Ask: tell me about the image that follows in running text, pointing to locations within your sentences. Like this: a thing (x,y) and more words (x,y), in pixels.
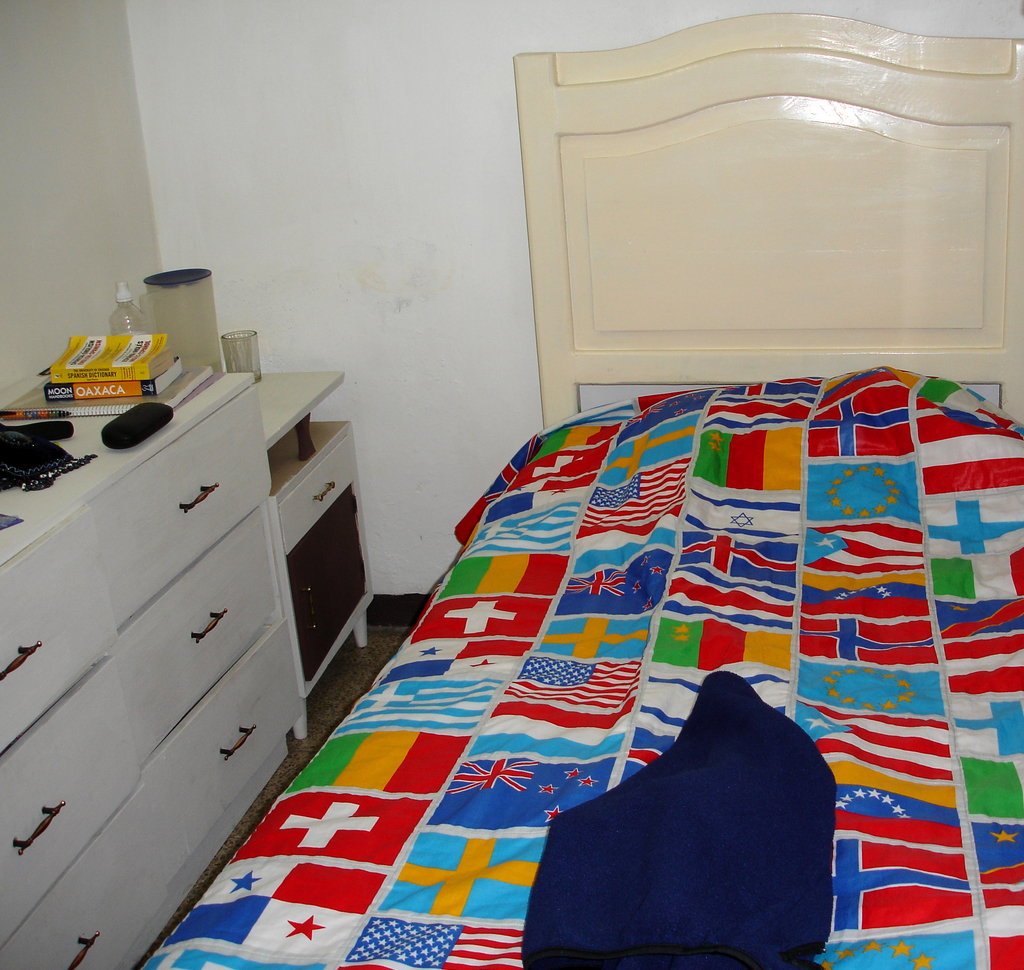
This is bed (710,495), this are drawers (179,619), these are books (140,338), this is bottle (130,313), this is glass (250,355), on the bed (575,640) this is cloth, in the background (258,186) there is wall (299,233).
